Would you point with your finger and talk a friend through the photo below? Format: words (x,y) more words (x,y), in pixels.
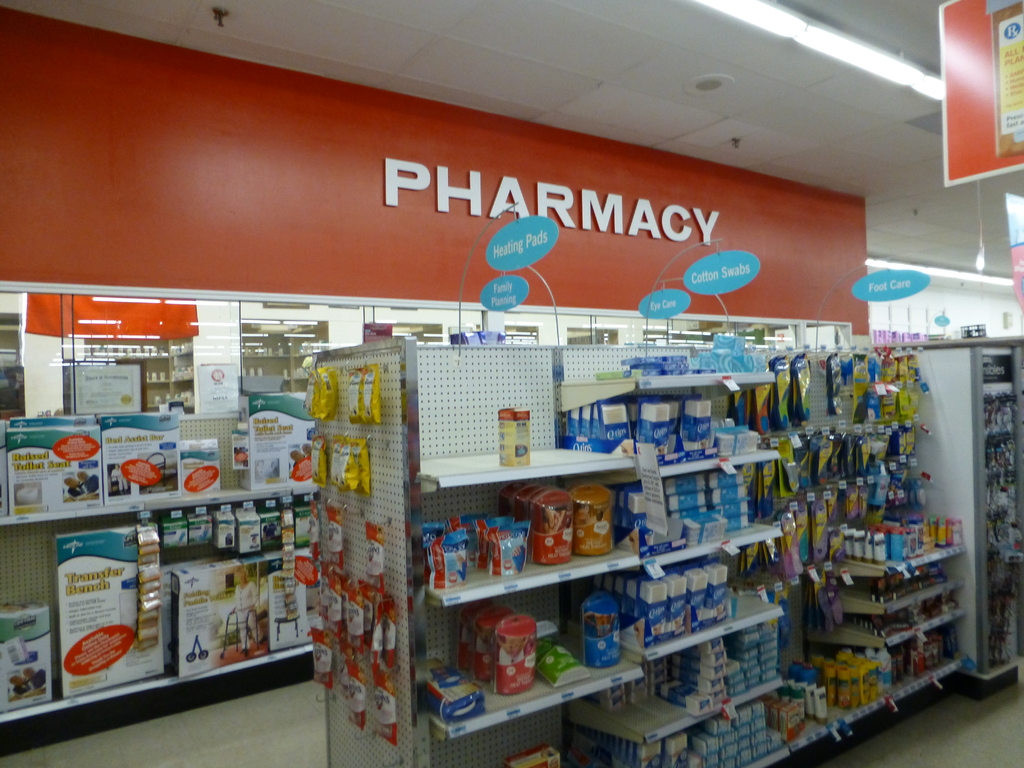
In this image we can see a group of objects (596,510), containers (588,638), boxes (662,607) and some covers (517,548) which are placed on the racks (597,566). We can also see some boards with text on them, pillars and a roof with some ceiling lights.
